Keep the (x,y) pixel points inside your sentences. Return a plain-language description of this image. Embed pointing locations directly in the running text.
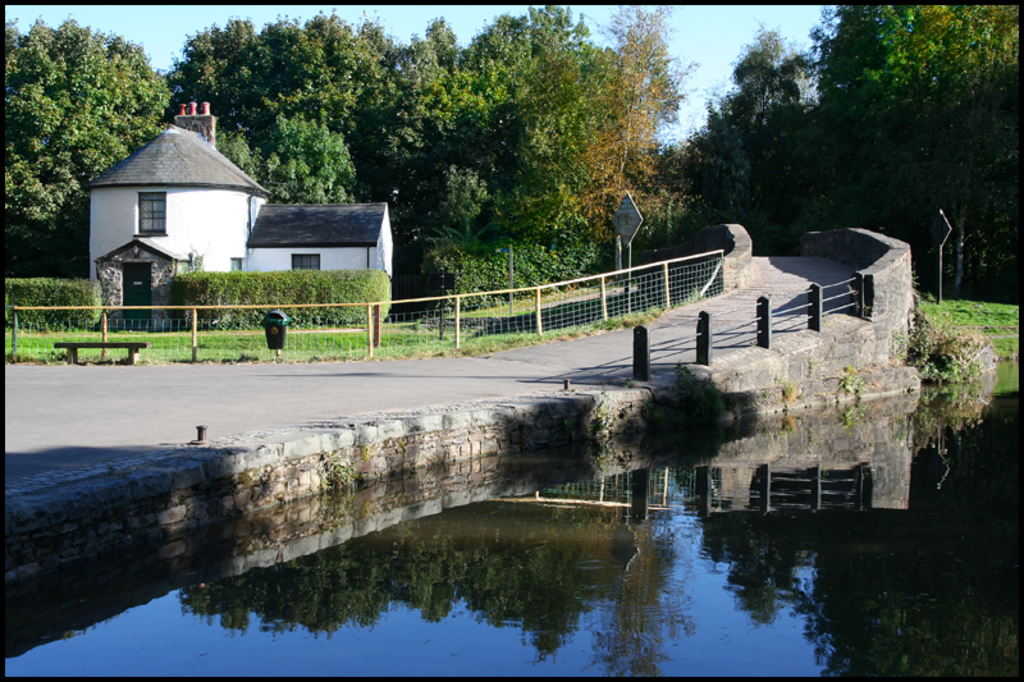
At the bottom of the picture (685,628), we see water (590,557) and we see the reflections (548,545) of trees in the water (503,583). Beside that, we see the road (372,407) and the road railing (826,313). On the right side (912,318), we see the shrubs (961,359), grass (1002,317), pole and trees (927,257). On the left side (96,323), we see a bench (98,350), garbage bin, fence (188,339) and a pole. In the middle (475,277), we see the shrubs (246,294) and a building (197,227) in white color with a grey color roof (173,183). There are trees (594,154) in the background (779,138). At the top (729,33), we see the sky (722,59).
